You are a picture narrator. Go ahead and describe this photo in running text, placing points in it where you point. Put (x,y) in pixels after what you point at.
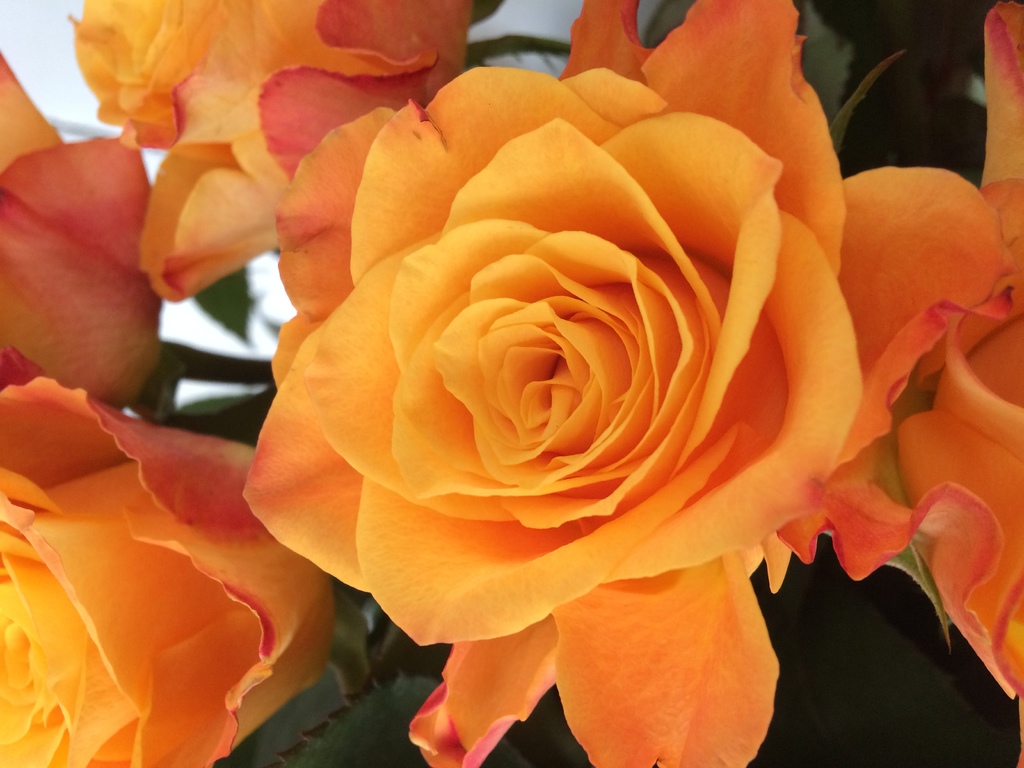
In this picture I can see flowers (364,416).
